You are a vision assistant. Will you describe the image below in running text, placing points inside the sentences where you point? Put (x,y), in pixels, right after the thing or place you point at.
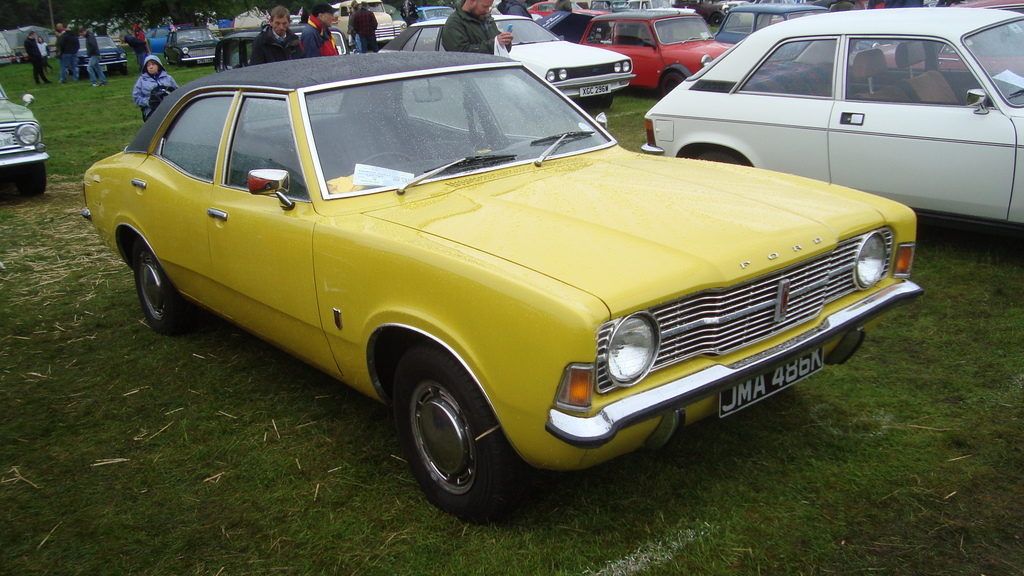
In the center of the image (465,226) we can see a few vehicles (420,128) in different colors. In the background (524,48), we can see one tent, grass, vehicles (397,21), few people (360,14) are standing, few people (290,54) are holding some objects (510,51) and a few other objects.
